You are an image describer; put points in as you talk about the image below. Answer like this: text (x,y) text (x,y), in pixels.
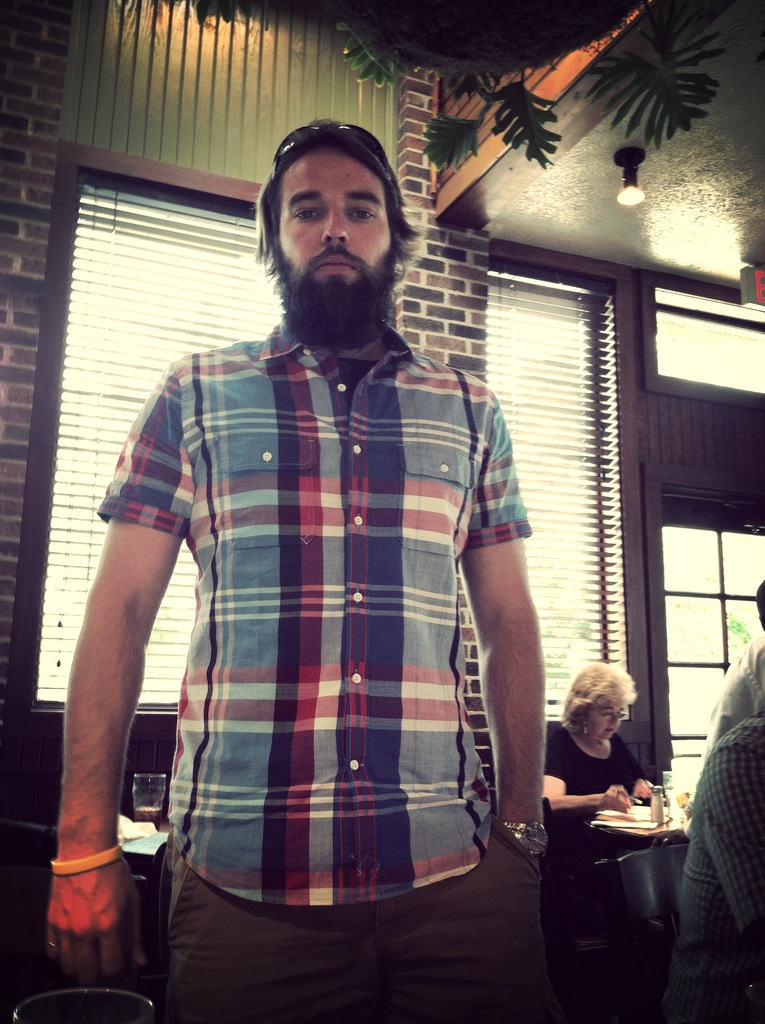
In this picture there is a man (279,407) in the center of the image (297,445) and there are other people (736,877) on the right side of the image (639,794), there are windows (57,514) in the background area of the image (736,643).
